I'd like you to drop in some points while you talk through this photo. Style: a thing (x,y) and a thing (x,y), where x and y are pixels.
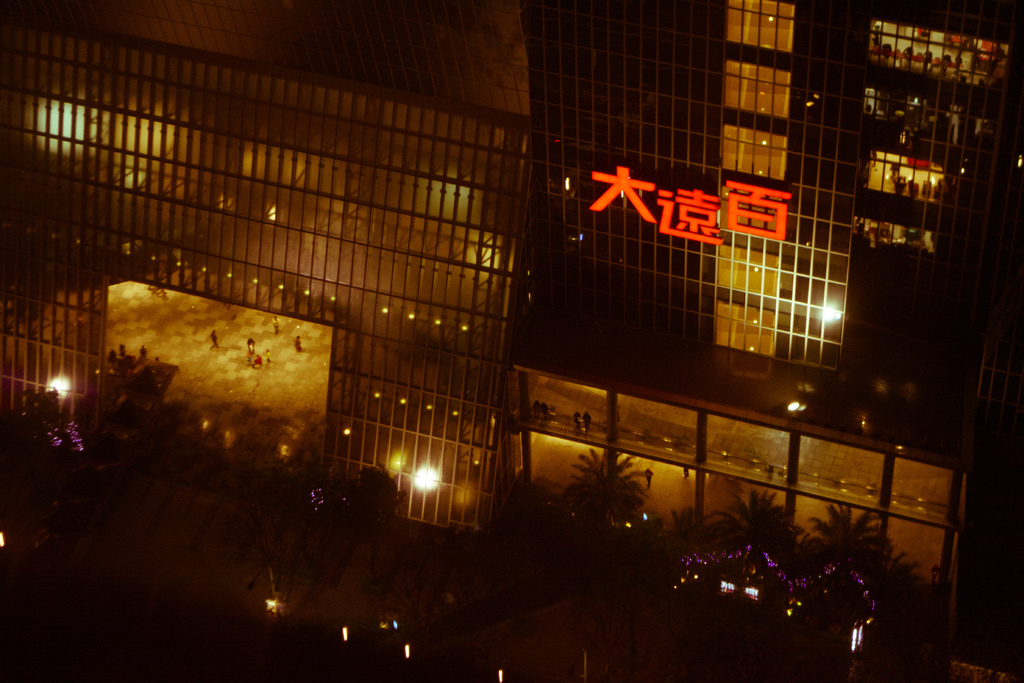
At the bottom of the image (155,593) there is a road (450,653) with poles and lights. In the image there is a building (509,327) with glasses (454,396). In front of the building (679,432) there are trees (626,565) with lights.
